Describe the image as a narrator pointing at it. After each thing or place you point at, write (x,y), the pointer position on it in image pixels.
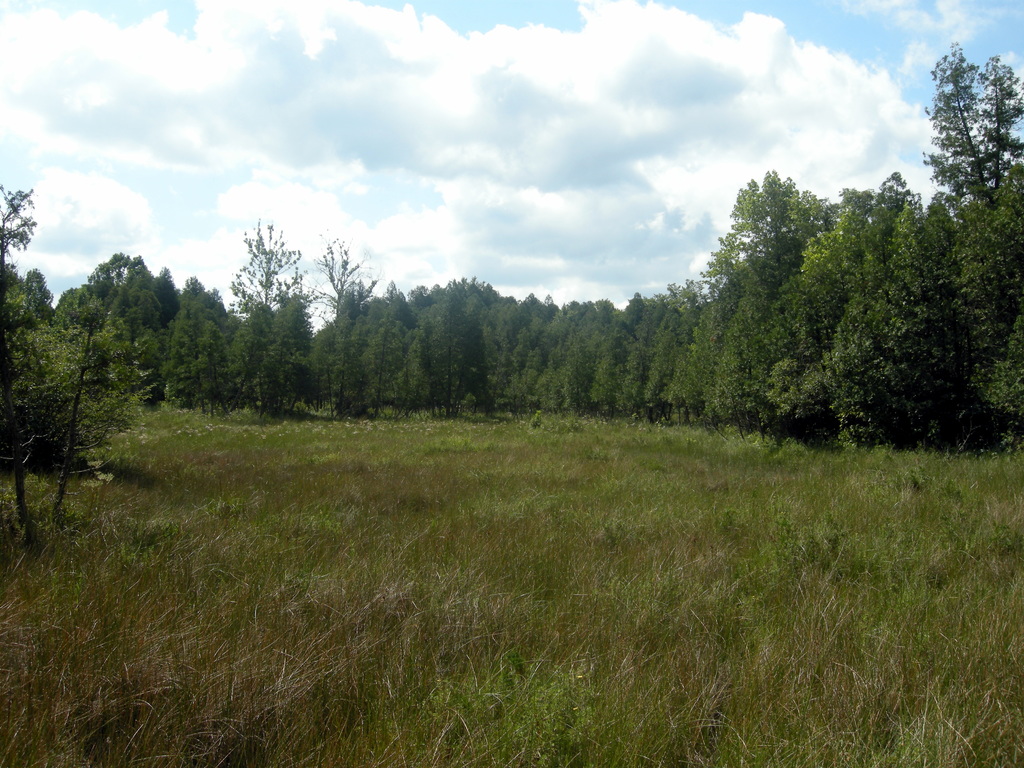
In the image in the center (553,486) we can see grass (418,484). In the background (391,172) we can see the sky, clouds (503,192) and trees (521,371).
